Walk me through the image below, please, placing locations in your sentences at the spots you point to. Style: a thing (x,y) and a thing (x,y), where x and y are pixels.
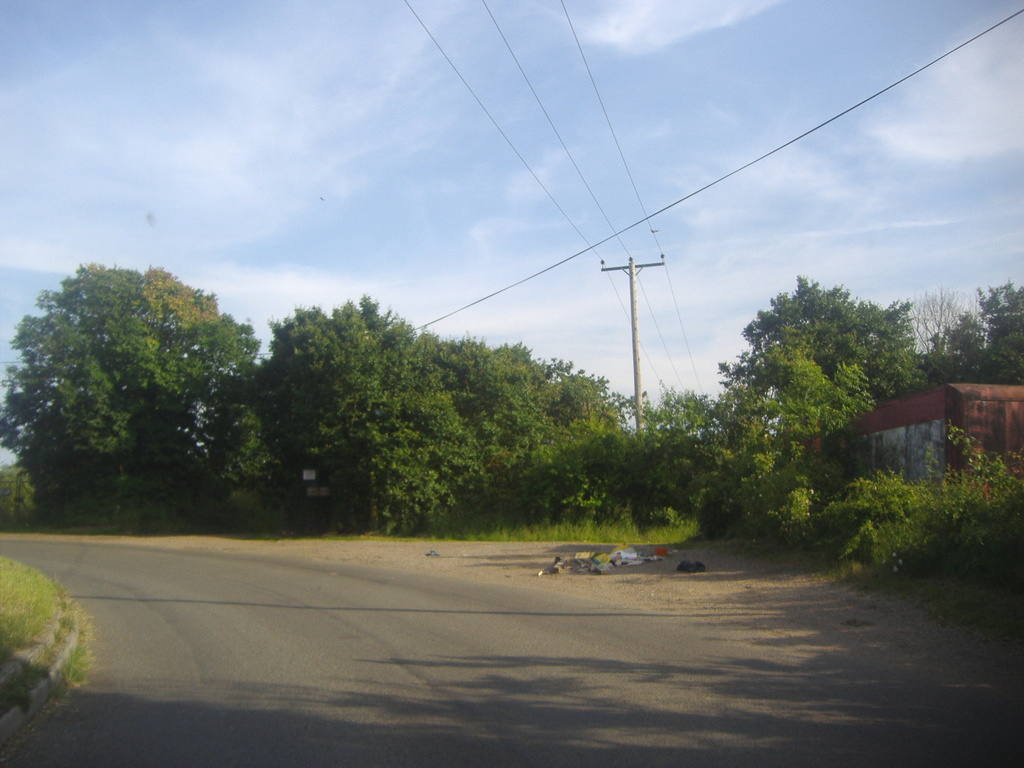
In this image I can see outside view of a country road (156,711) and I can see the sky (449,87) and power line cables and pole (615,267) and trees (97,429) visible in this image.
